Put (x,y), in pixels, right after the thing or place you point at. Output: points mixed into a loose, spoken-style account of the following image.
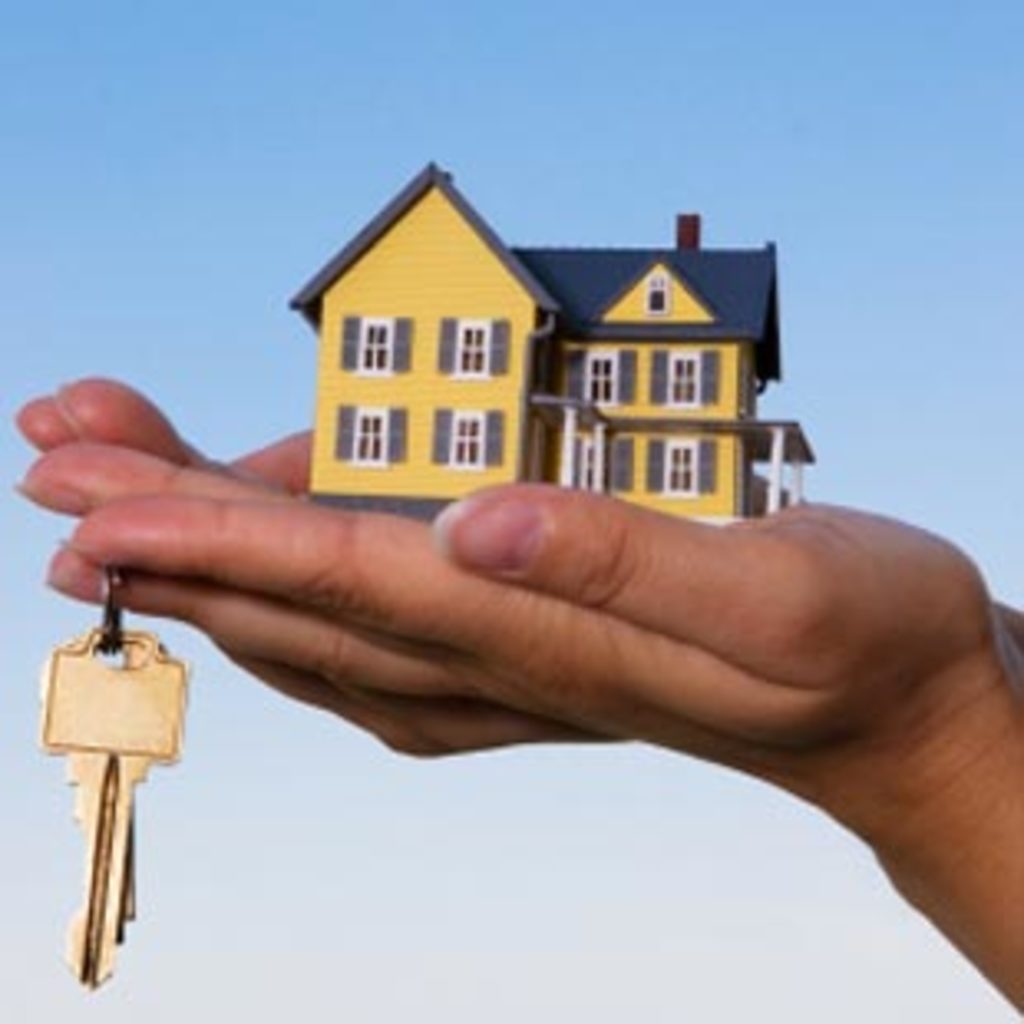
In the image there is a hand (889,623) and in the palm (949,589) of the hand (949,589), there is a house toy (524,432) and one of the fingers (68,557) is holding the keys (104,881).
